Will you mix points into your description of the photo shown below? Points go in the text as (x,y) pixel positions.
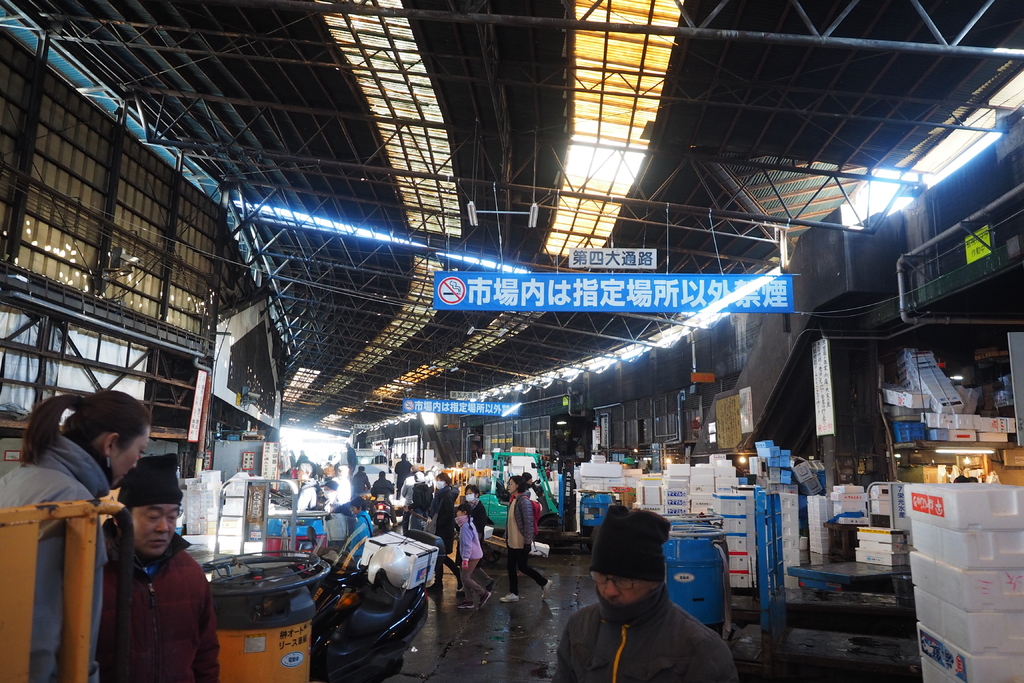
In this image I can see number of persons (602,625) standing on the floor (565,579), few blue colored tanks (673,589), few white colored boxes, a vehicle (345,645) which is black in color, few blue colored boards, the ceiling (374,315), few lights (408,382) to the ceiling (478,385) and few other objects (277,473).
